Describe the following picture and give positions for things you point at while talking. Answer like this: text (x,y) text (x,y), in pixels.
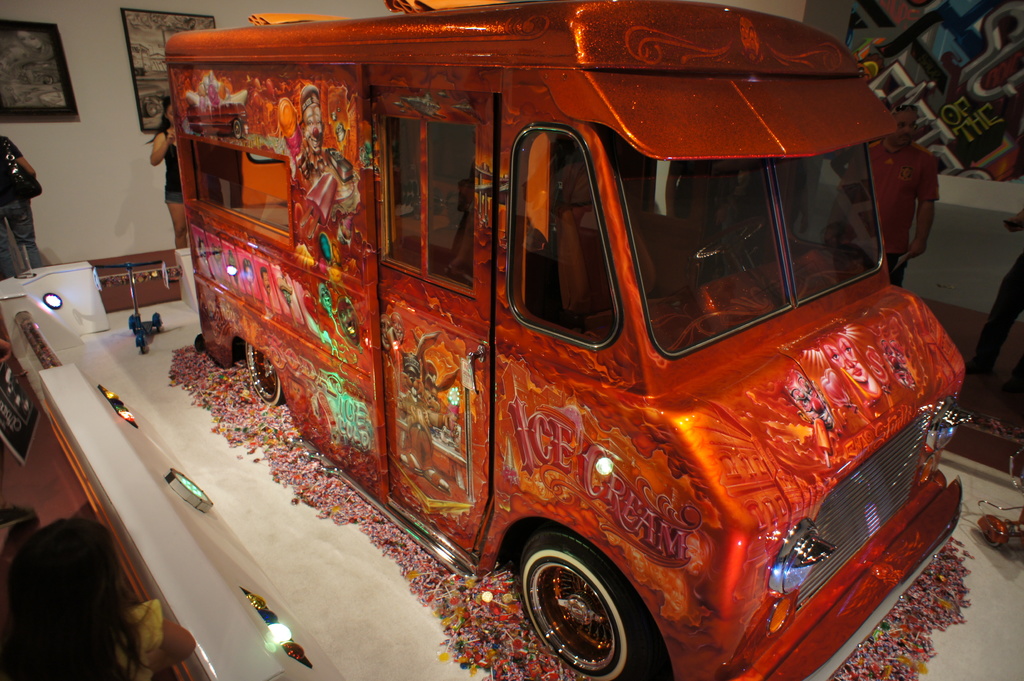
In this image i can see a colorful design vehicle (508,315) and in the top left (21,220) I can see persons (21,220) and the wall (19,122) and photo frames (130,16) attached to the wall (34,158).
